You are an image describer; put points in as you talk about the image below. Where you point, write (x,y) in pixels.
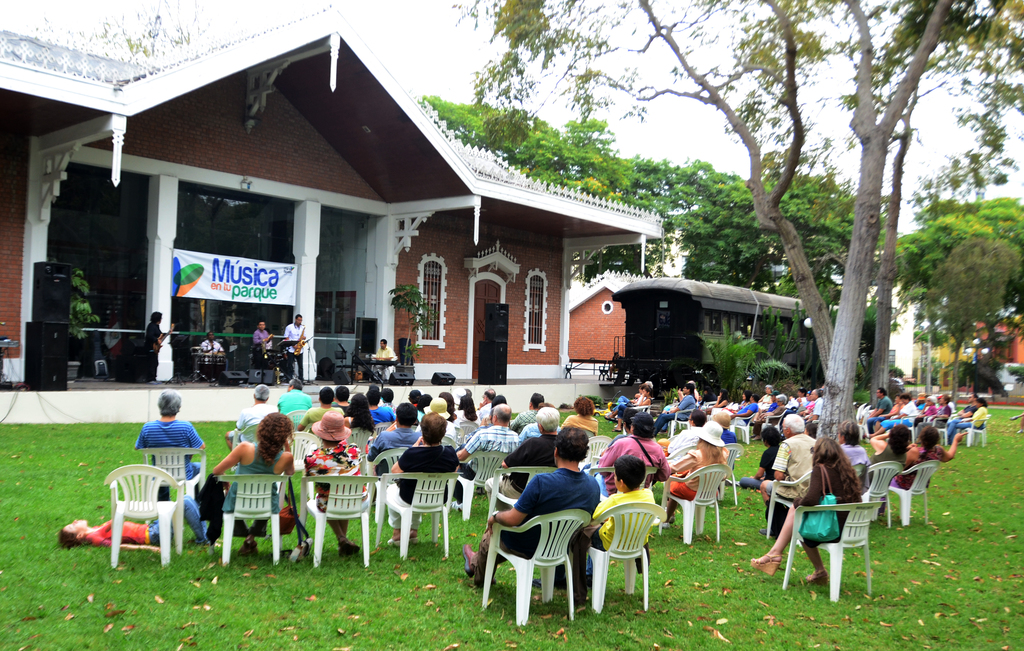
In this image we can see this people (455,422) are sitting on the chairs (237,476). We can see this people (212,339) are playing musical instruments (221,352). In the background (555,316) we can see a banner (222,297), speaker boxes (67,319), building (454,281), train (689,331) and trees (884,259).
